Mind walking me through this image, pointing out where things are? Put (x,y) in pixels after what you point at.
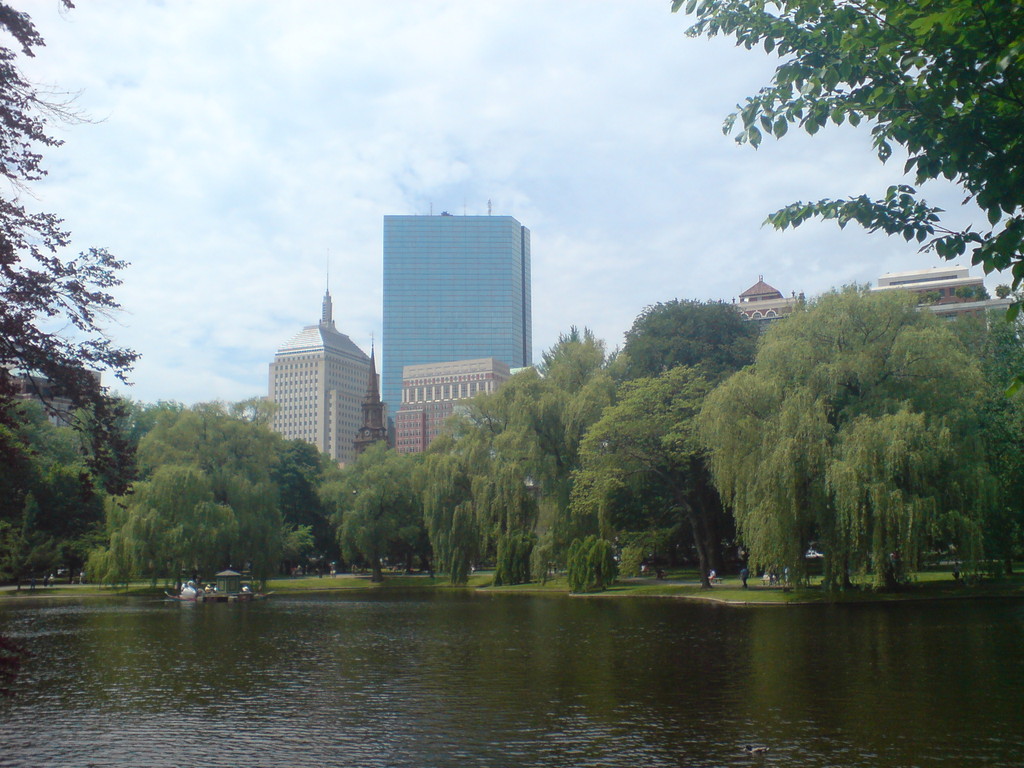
In this image we can see some trees (475,479) around the water (390,654) and in the background (460,357), we can see some buildings (428,271) and at the top (547,131) there is a sky (502,124) with clouds (359,147).
